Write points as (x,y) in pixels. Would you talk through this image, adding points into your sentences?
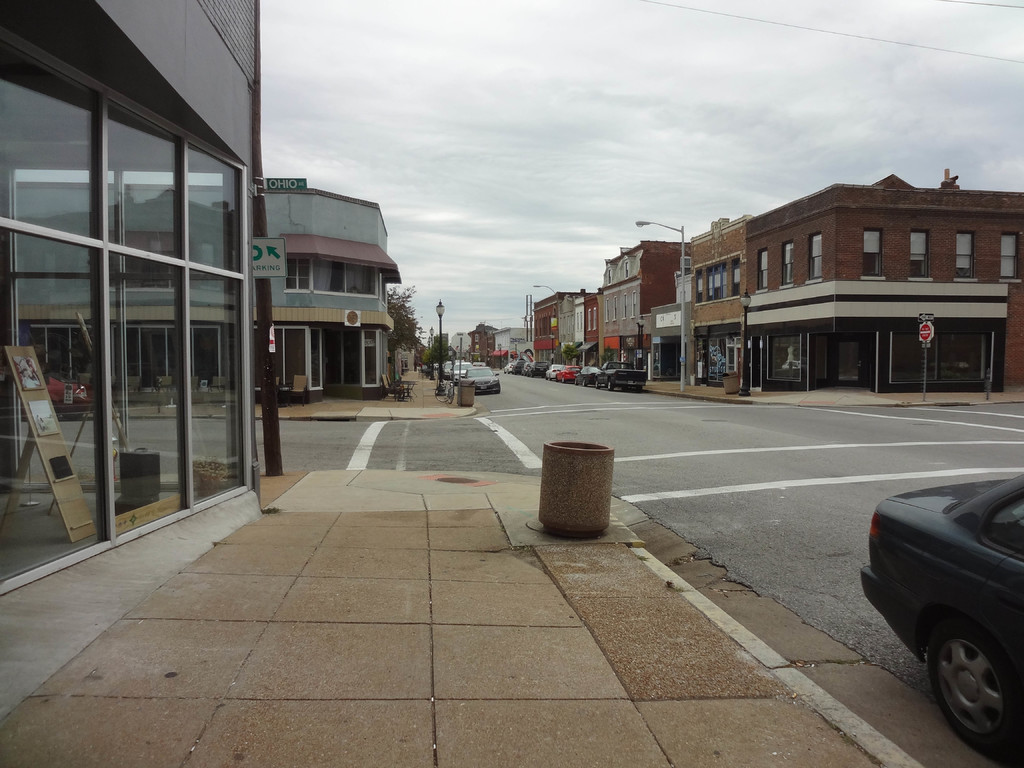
This picture is clicked outside. On the right corner (910,611) we can see a vehicle (894,565) and in the center (666,278) we can see the lights (442,315) attached to the poles (432,371), group of vehicles (498,386), buildings (358,294), poles (922,347) and many other objects (458,404), we can see there are some objects (66,491) placed on the ground (440,404). In the background (579,32) we can see the sky (574,234), trees (408,330), buildings (695,311) and the text (284,183) on the boards (276,259) and many other objects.
